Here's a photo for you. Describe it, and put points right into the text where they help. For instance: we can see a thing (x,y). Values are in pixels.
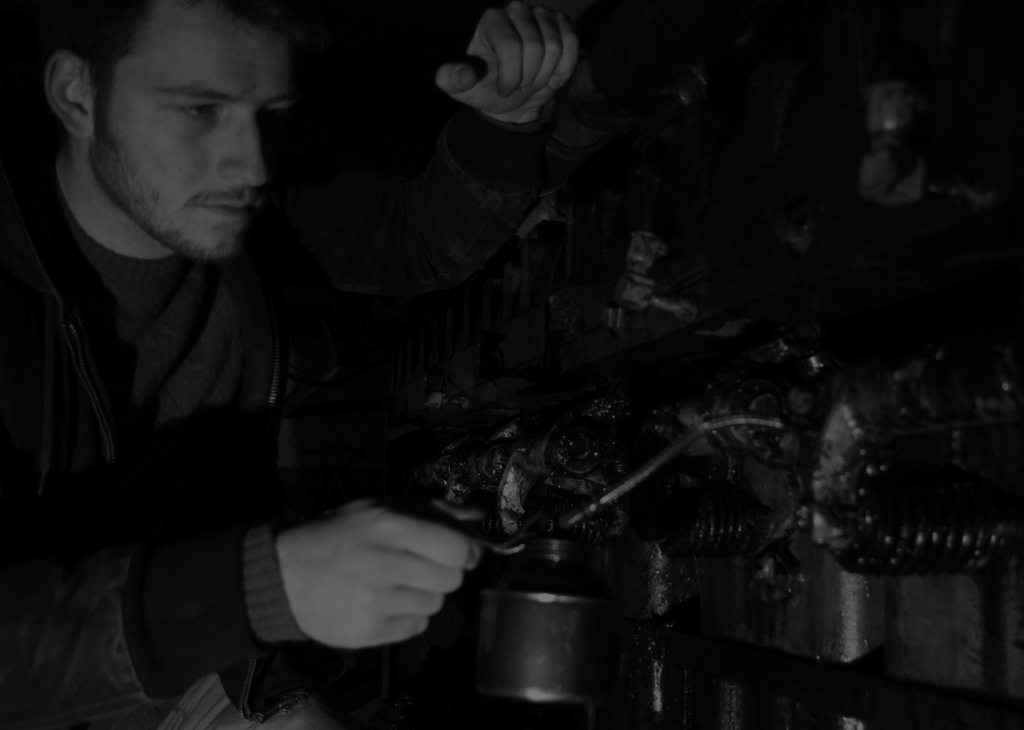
It is a black and white image, there is a man (43,581) and he is holding some object (532,667) in his hand (321,554) and in front of the man (364,548) there is some machinery (837,305).
